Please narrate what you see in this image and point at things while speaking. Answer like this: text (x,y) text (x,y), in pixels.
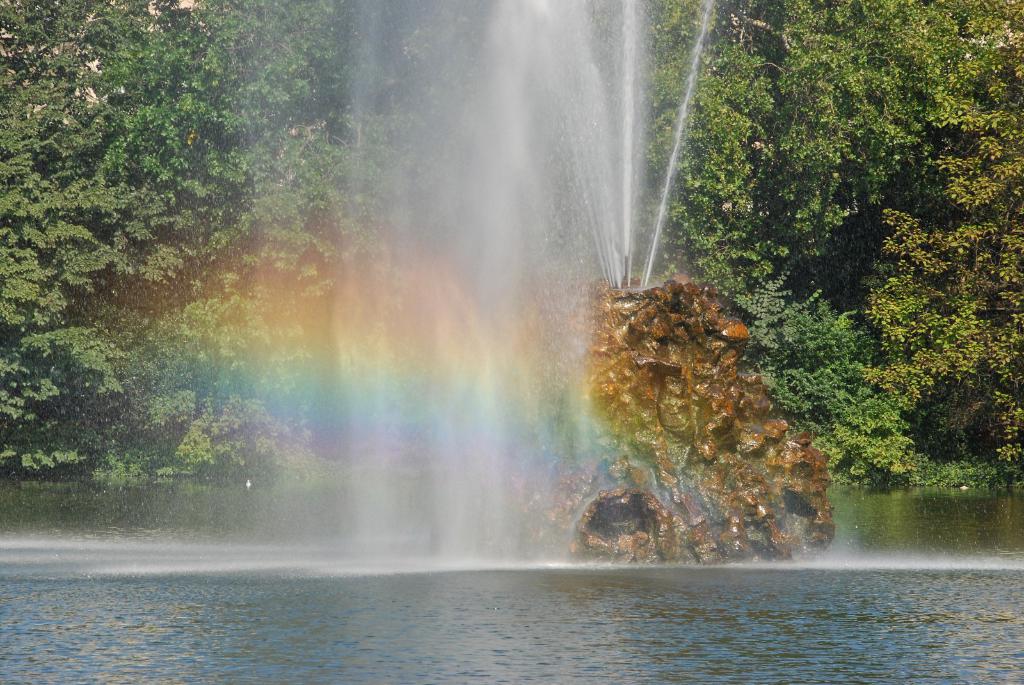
In this image I see the trees (6,146), fountain (653,258) on this stone (755,407) and I see the rainbow (349,283) over here and I can also see the water (429,568).
